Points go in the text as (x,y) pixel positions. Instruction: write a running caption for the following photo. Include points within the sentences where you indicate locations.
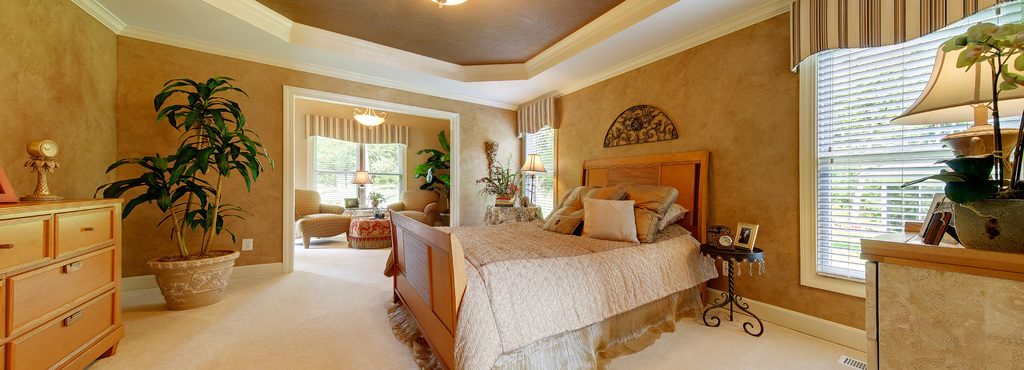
In a bed room (479,238), there are bed (707,213) with set of pillows (563,212), small stool (727,254), a lamp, cupboards (80,283) on the opposite side, a house plant (194,251) and a corridor (345,203) to sit with sofa chairs (343,216) in it.
